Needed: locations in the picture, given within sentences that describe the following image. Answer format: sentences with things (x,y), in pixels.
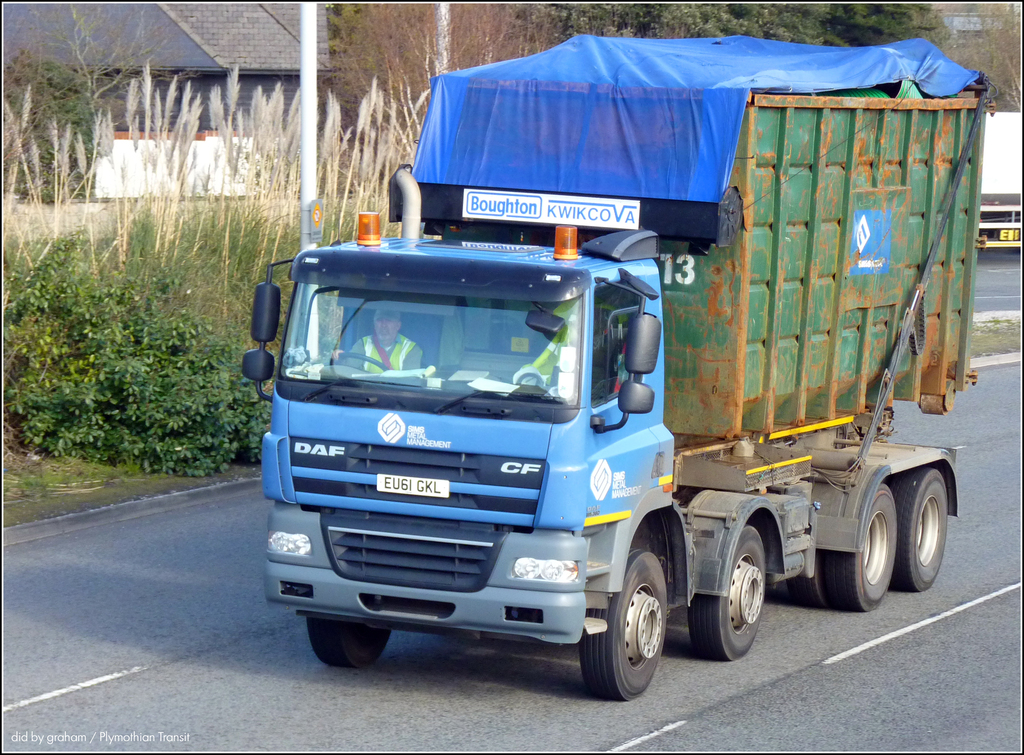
In this image, we can see a person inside the vehicle (430,331) and in the background (334,50), there are buildings (281,44) and trees (523,15) and we can see poles (311,61) and plants (182,305) and there is an other vehicle (992,173). At the bottom (230,670), there is a road (451,706) and some text (103,737).
